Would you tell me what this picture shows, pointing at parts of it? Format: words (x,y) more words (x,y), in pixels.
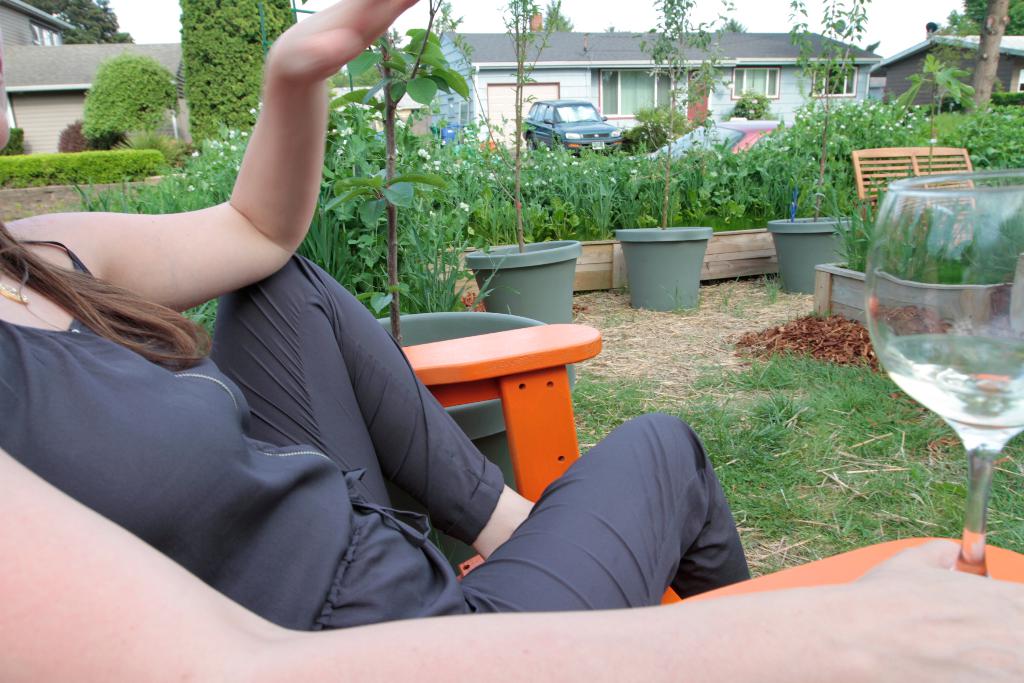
This is an outside view. Here I can see a woman (132,476) is sitting on the chair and holding a glass (949,384) in her right hand (862,650). In the background (807,91) there is a house (618,83), car (570,134) and trees (214,73). Just beside this woman (337,349) there are some flower pots (541,276).
